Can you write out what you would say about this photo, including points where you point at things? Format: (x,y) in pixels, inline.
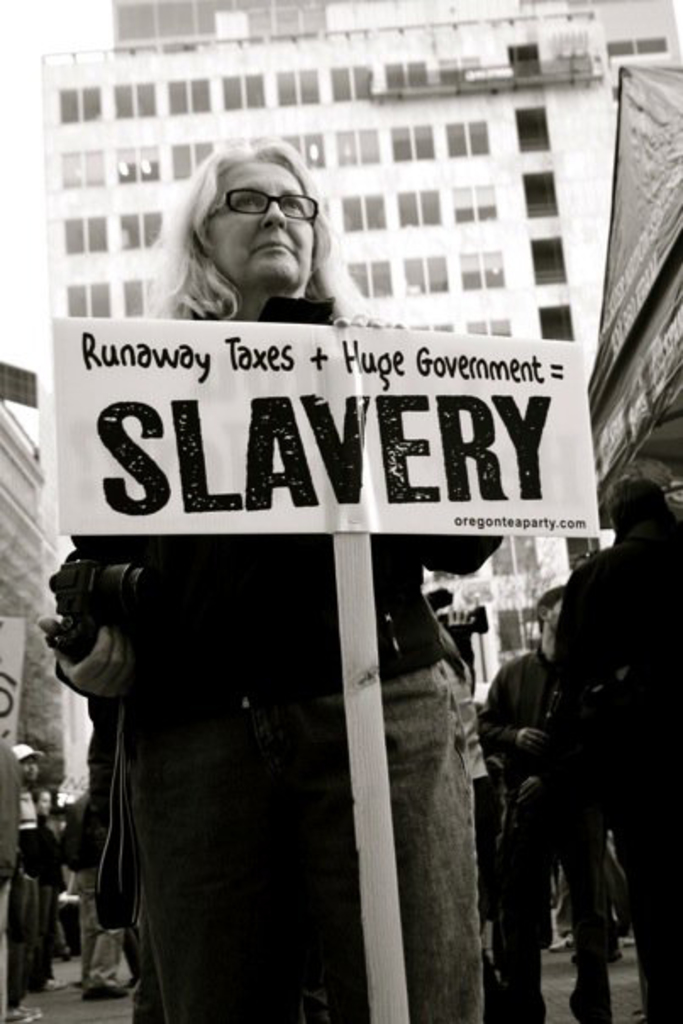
In this image a board (237,453) is attached to the pole (344,613). Behind it there is a woman (330,645) holding a camera (83,620) in her hand (108,654). She is wearing spectacles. Right side (660,864) there are few persons (491,790) on the road (625,950). Behind the woman (383,665) there is a person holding a camera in his hand (462,611). Left side (1,830) few persons (93,964) are standing on the road (109,1017). Right side (651,408) there is a tent (669,376). Background there are few buildings (405,266).
